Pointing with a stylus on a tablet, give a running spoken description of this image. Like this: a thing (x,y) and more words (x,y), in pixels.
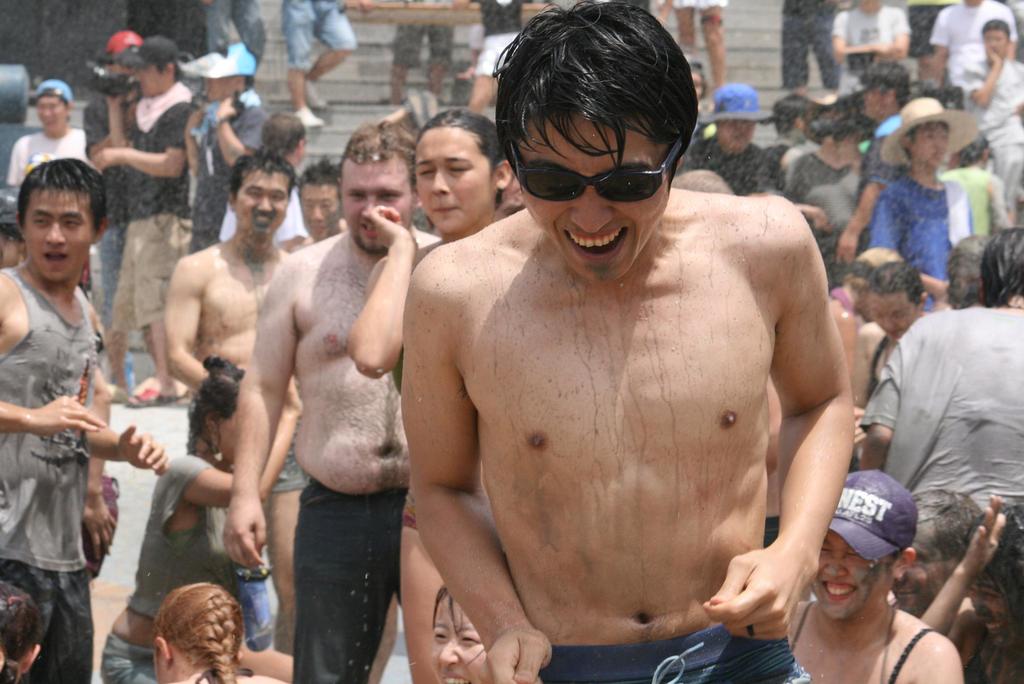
In this image, I can see groups of people (263,258) standing and few people (376,234) walking. In the background (341,118), there are stairs (369,83). At the bottom left side of the image (214,564), I can see a person (149,562) in squat position.
